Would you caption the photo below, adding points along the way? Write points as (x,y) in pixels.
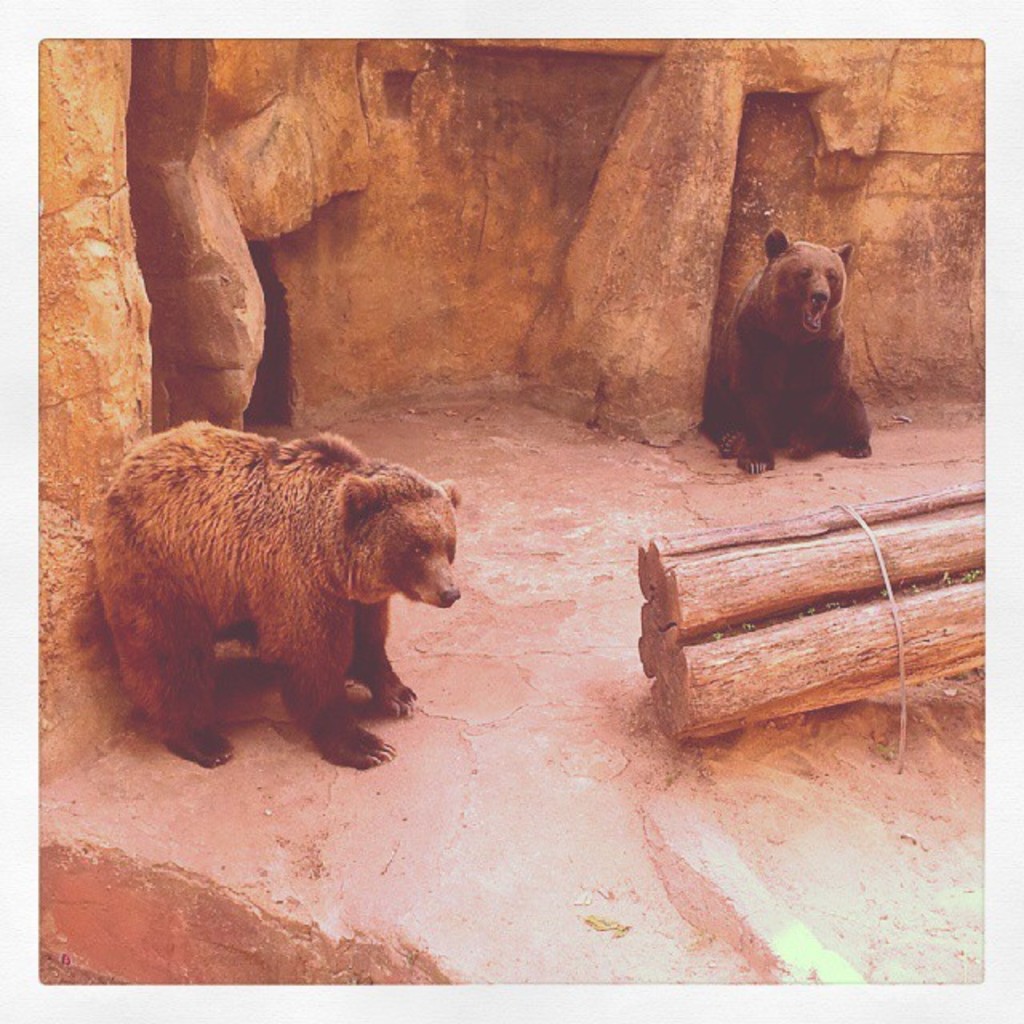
In this picture we can see there are two grizzly bears (182,507). In front of the grizzly bear (776,275) there are wooden logs (747,545) and a rope (882,573). Behind the grizzly bear (375,485) there is a wall (558,159).
